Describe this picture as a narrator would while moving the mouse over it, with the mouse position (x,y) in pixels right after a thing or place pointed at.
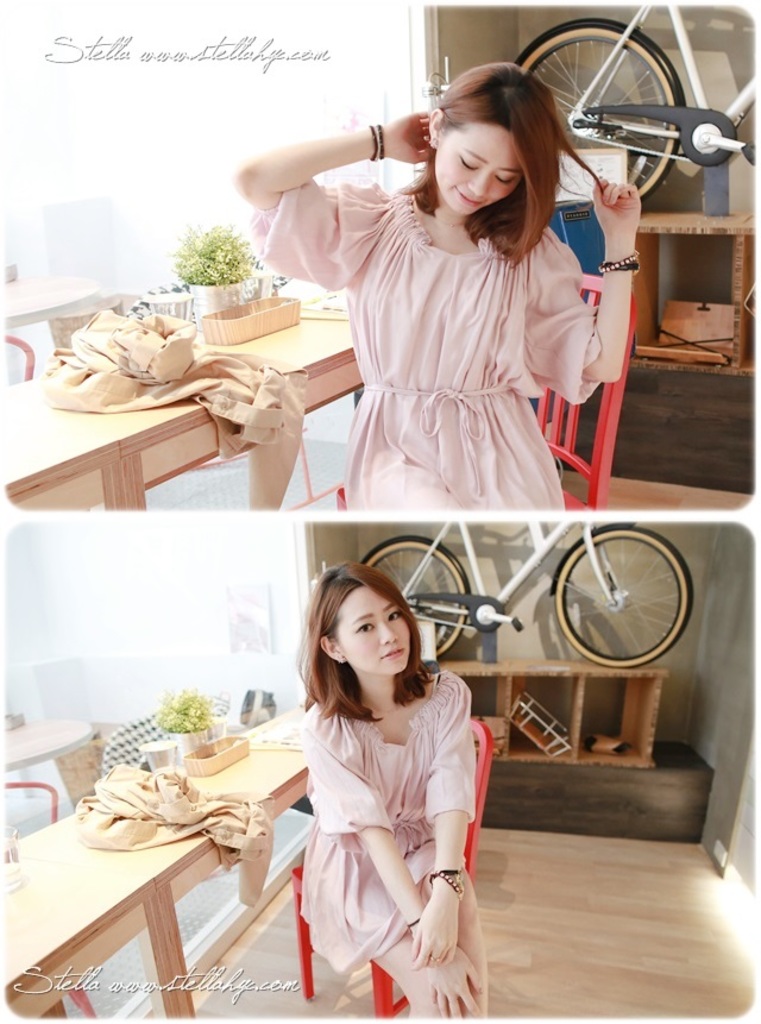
This picture is an edited image and the first part of the image, we see women (441,322) wearing pink dress (437,309). She is sitting on the chair (597,471). Beside her, we see table (147,452) on which flower tree pot (178,270) is, plant (208,237) is placed on it. Behind her, we see bicycle (654,48) and the bottom part of the picture (417,999) we see the woman (418,681) sitting on the chair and on the table (160,879) we find cloth (130,806) and behind that, we see a wall (99,590) which is white in color.
